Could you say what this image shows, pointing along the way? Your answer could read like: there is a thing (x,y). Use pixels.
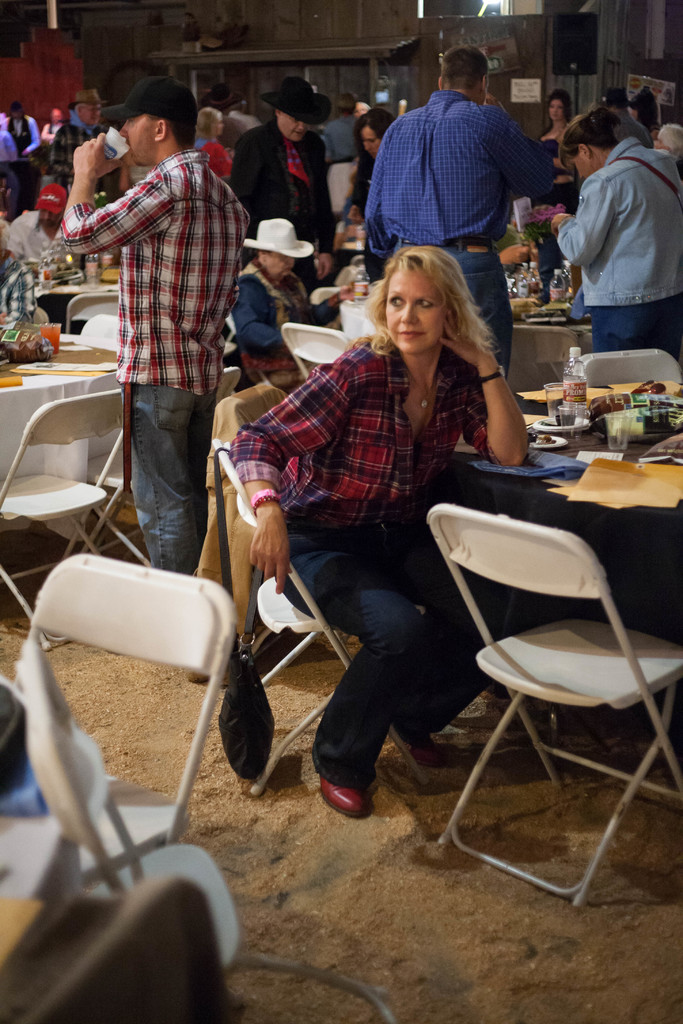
In this image we can see people (461,347) sitting and some of them are standing. There are tables (631,538) and chairs (568,691). We can see glasses (561,400), bottles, papers (670,483) and some food (646,416) placed on the tables (590,527). In the background (378,67) there is a wall (326,76).
